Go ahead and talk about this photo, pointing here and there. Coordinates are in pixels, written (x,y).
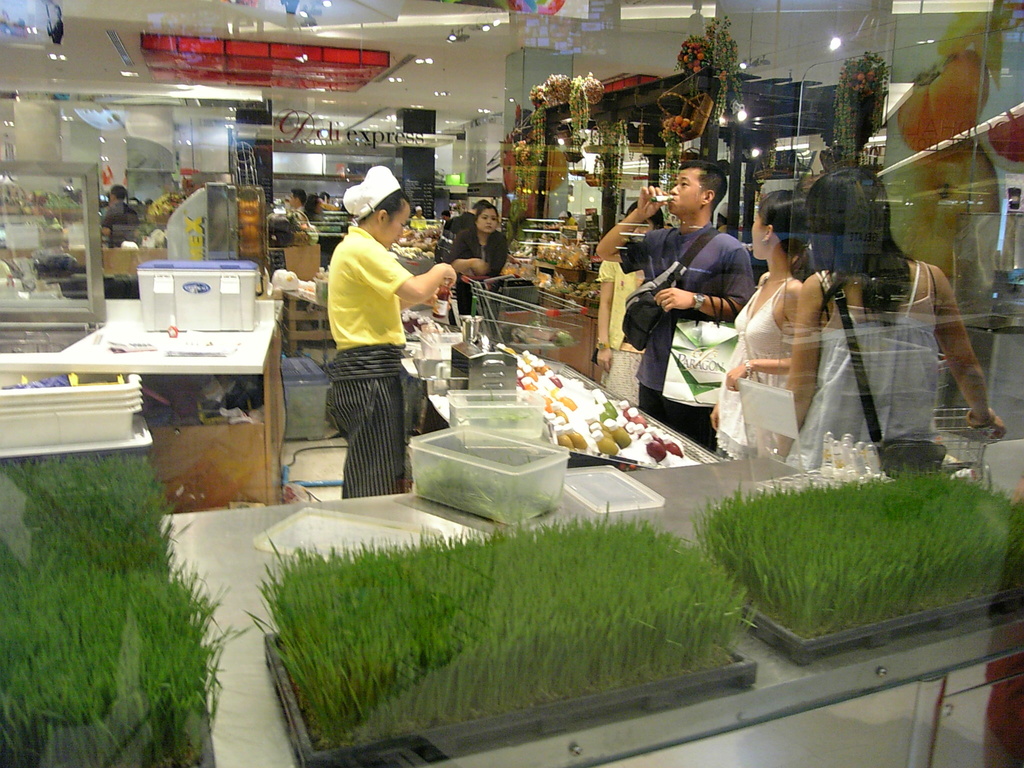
This image is taken at the stall (646,745). In this image we can see a woman (361,437) wearing the yellow color t shirt (368,277) and also the cap (352,188) and standing. On the right (921,278) we can see the people (656,262) in front of the table (528,374) and on the table (567,370) we can see the food items (528,377). We can also see the boxes (515,429). On the left (163,267) there is a white color object (190,324) on the table (172,352). At the bottom (327,616) we can see the grass tubs (563,626) on the counter (757,648). In the background (415,165) there is a pillar (415,147), people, food items (423,247) and at the top (328,6) we can see the ceiling lights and also flowers (693,62) and ceiling (834,62).
